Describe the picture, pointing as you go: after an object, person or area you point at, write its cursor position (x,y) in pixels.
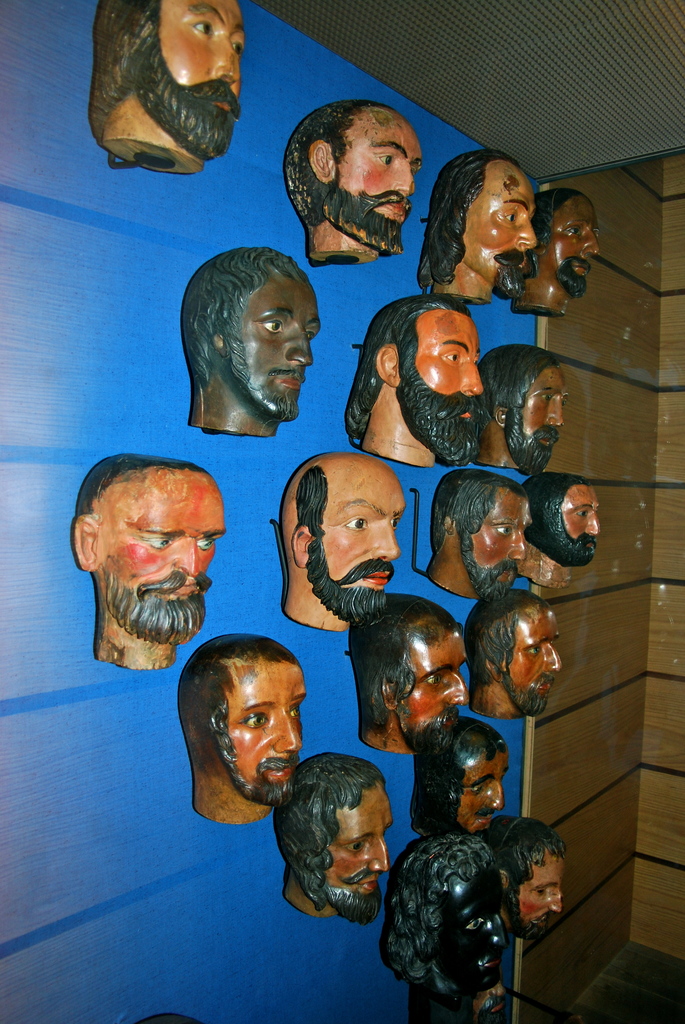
In this image we can see there are depictions (282,714) of a person's head (125,464) are hanging on the wall (143,740).
